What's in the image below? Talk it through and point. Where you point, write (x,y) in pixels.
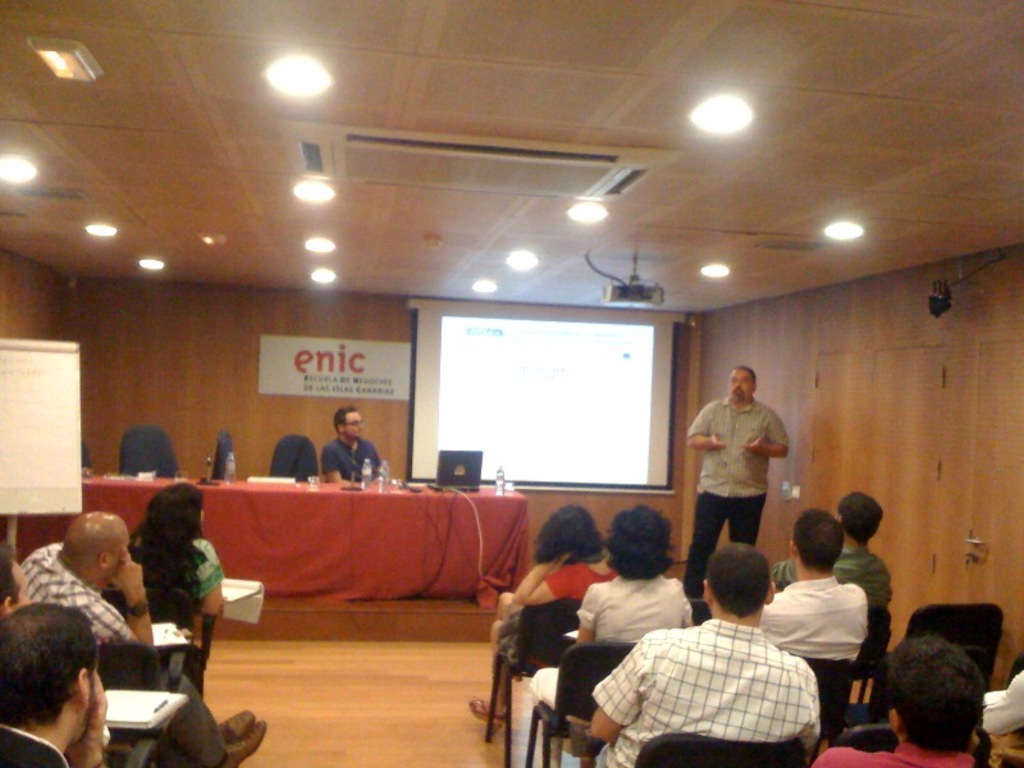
In this picture we can see the ceiling (912,233), lights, projector device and objects (603,148). We can see a screen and chairs (309,443). We can see a man (358,416). On a table (131,487) we can see bottles (500,494), laptop (453,484) and objects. On the left side of the picture (65,416) we can see a board (80,411). On the right side of the picture (694,529) we can see a man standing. At the bottom portion of the picture (362,707) we can see the floor (374,715). We can see the people (63,572) sitting on the chairs (834,714). We can see books (147,710) and pens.
